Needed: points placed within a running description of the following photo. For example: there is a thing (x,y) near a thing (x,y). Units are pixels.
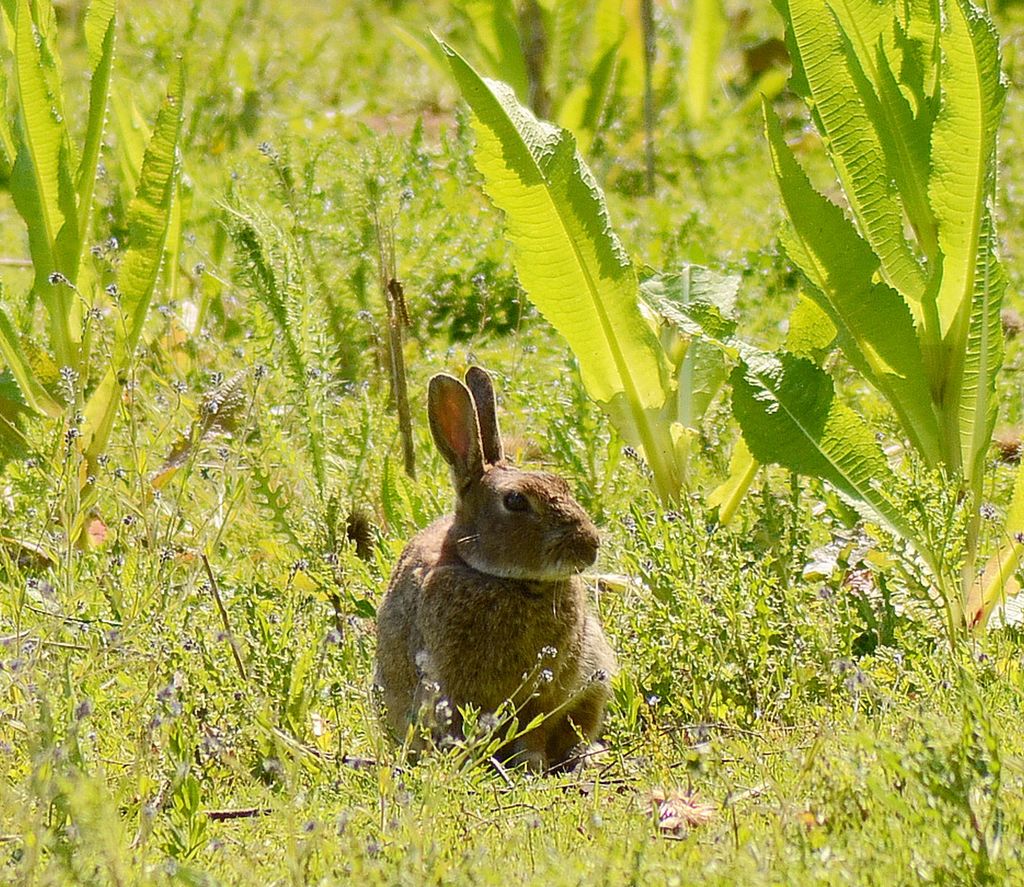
In this picture I can see a brown color rabbit (505,549) in front and I see number of plants (51,272). I can also see that it is a bit blurred in the background (286,74).
